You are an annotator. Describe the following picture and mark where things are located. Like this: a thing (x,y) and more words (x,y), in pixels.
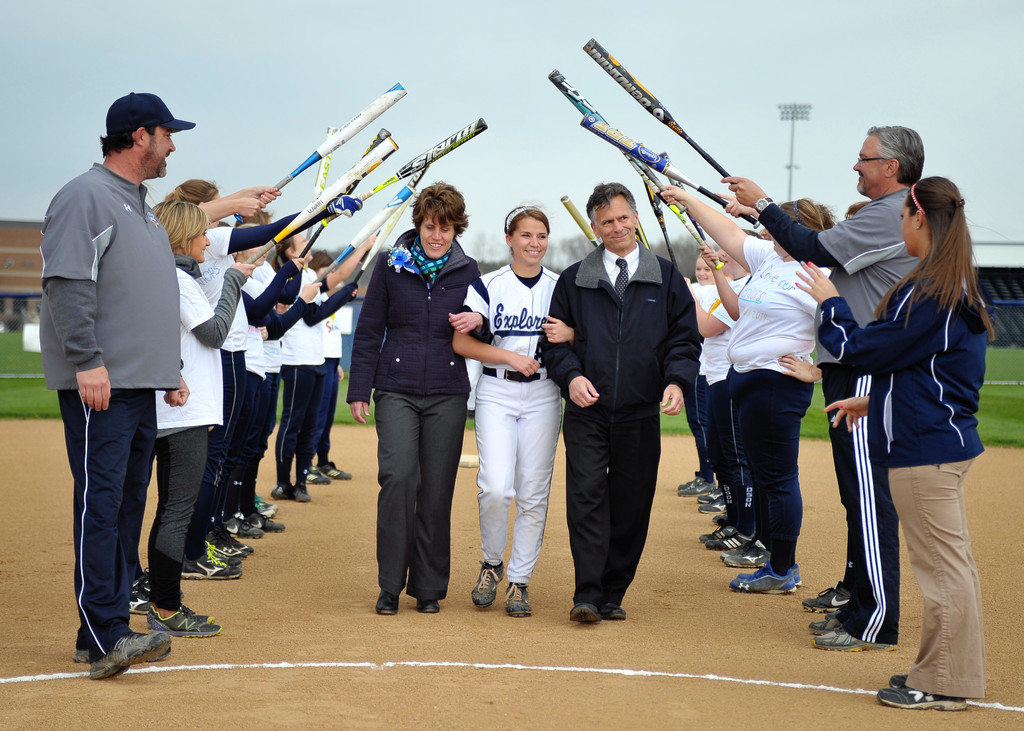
There are three persons (583,579) walking on the ground (418,693) and they are smiling. Here we can see group of people (727,276) and they are holding bats (301,219) with their hands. In the background (990,417) we can see grass (15,369), wall (37,302), pole (792,185), board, and sky (577,75).
